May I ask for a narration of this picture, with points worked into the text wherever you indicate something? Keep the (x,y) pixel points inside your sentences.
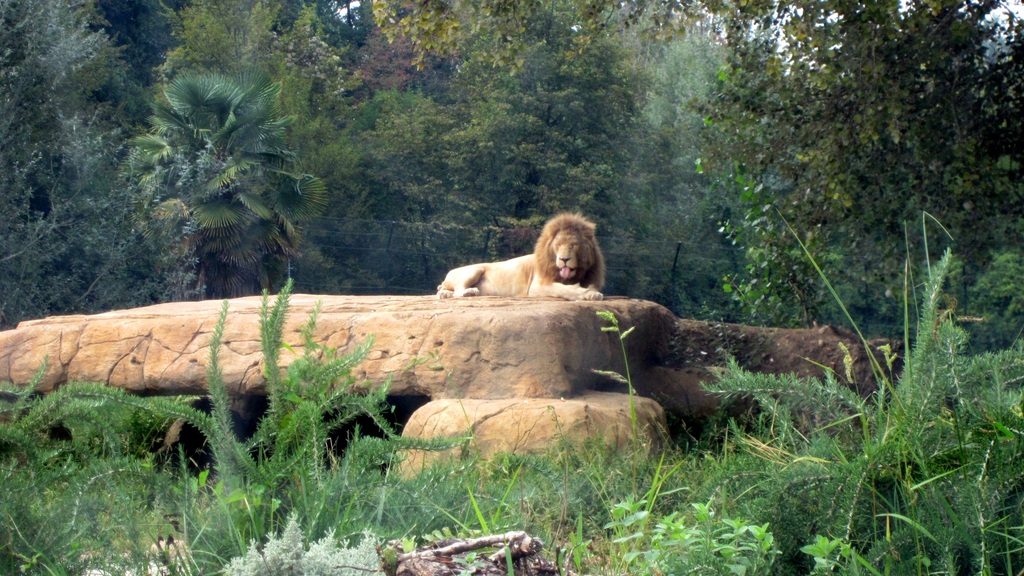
In this image there is a lion (549,271) sitting on the rock (516,305). Bottom of the image (437,471) there are plants (519,491) on the land (655,500). Behind the rock (468,329) there is a fence (719,251). Background (37,125) there are trees (427,170).
